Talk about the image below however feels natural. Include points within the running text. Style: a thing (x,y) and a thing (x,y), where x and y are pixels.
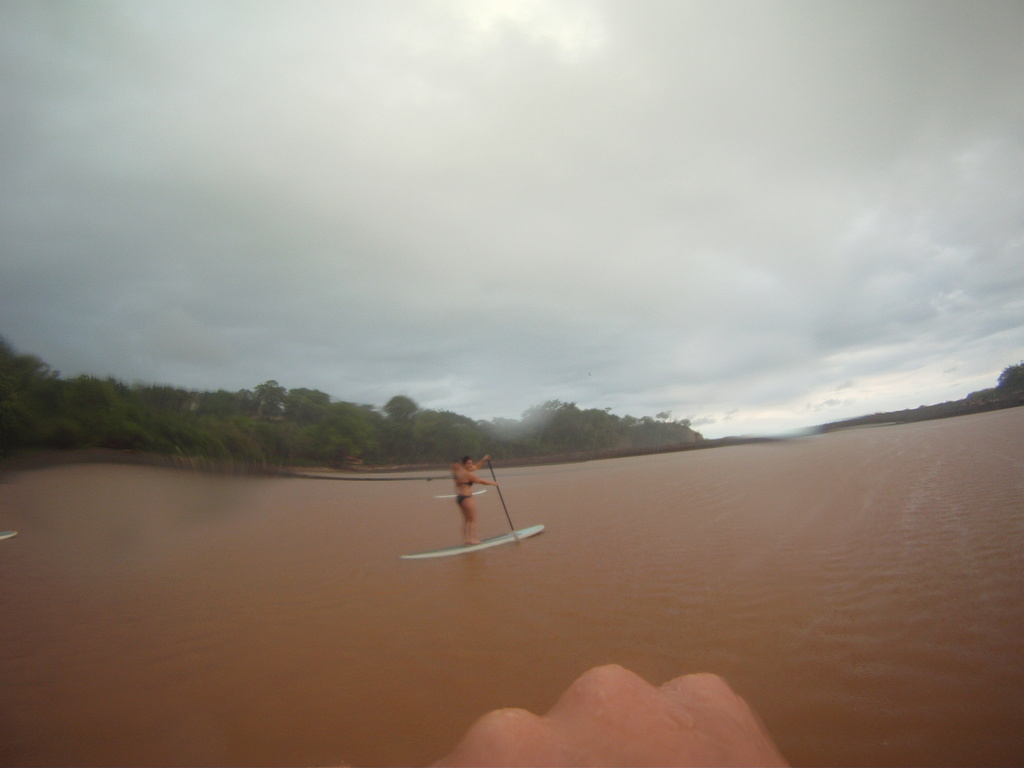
In this image we can see a person (471,509) standing on the surf board (501,540) and holding a stick (493,471) on the water (529,593) and there are few trees (284,443) and the sky (903,301) with clouds (410,156) in the background (676,170).
